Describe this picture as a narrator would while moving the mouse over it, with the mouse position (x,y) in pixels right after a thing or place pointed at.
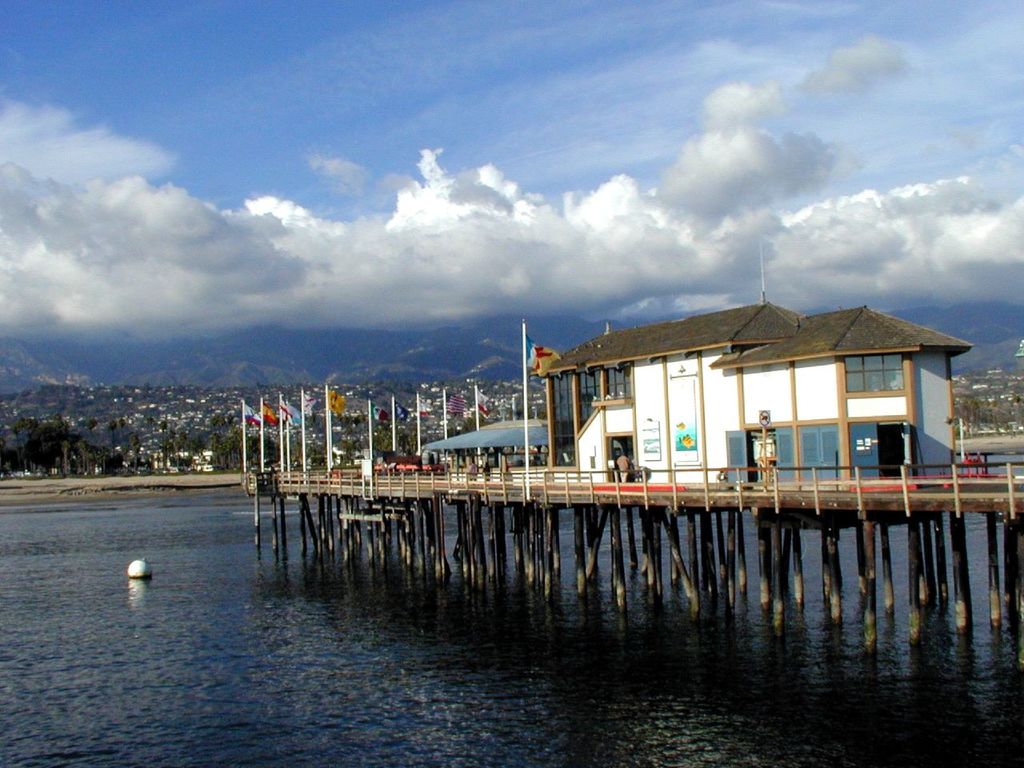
In this image we can see the bridge (330,479) with the house (785,389) and there are flags (343,411) attached to the bridge (616,473) and we can see the object (146,573) in the water (218,495). And at the back (202,405) we can see there are trees (152,419), mountains (333,360) and the cloudy sky (452,134).
